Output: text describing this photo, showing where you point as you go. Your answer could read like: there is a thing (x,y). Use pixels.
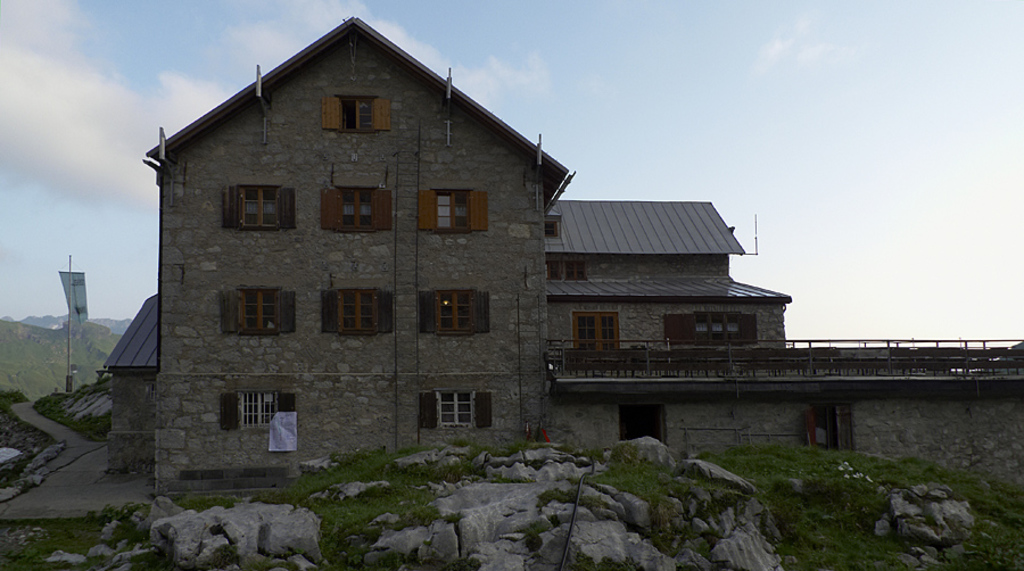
In this image we can see a house (508,306) with roof (670,299) and windows (467,294). On the left side (285,444) we can see a pathway (86,440), a banner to a pole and a paper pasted on a wall (268,459). On the bottom of the image (417,498) we can see some stones (484,507) and grass (450,519). On the backside (52,354) we can see the hills (32,355) and the sky (63,142) which looks cloudy.
